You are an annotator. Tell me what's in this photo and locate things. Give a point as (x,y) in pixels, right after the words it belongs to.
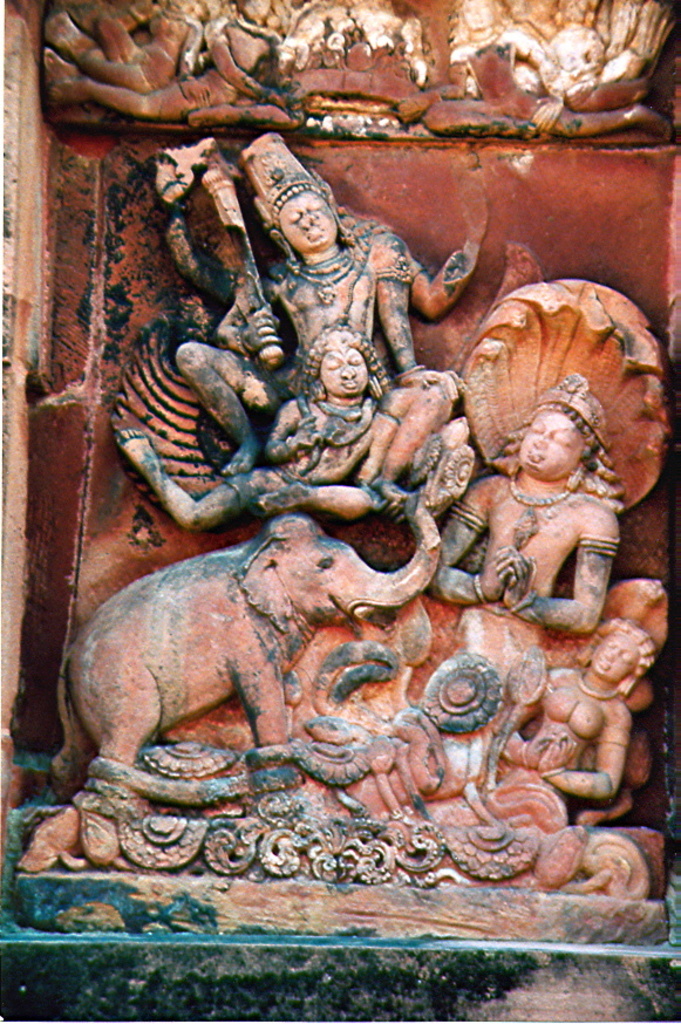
In this image I can see a carved stone (329,842) of idols (154,600).
